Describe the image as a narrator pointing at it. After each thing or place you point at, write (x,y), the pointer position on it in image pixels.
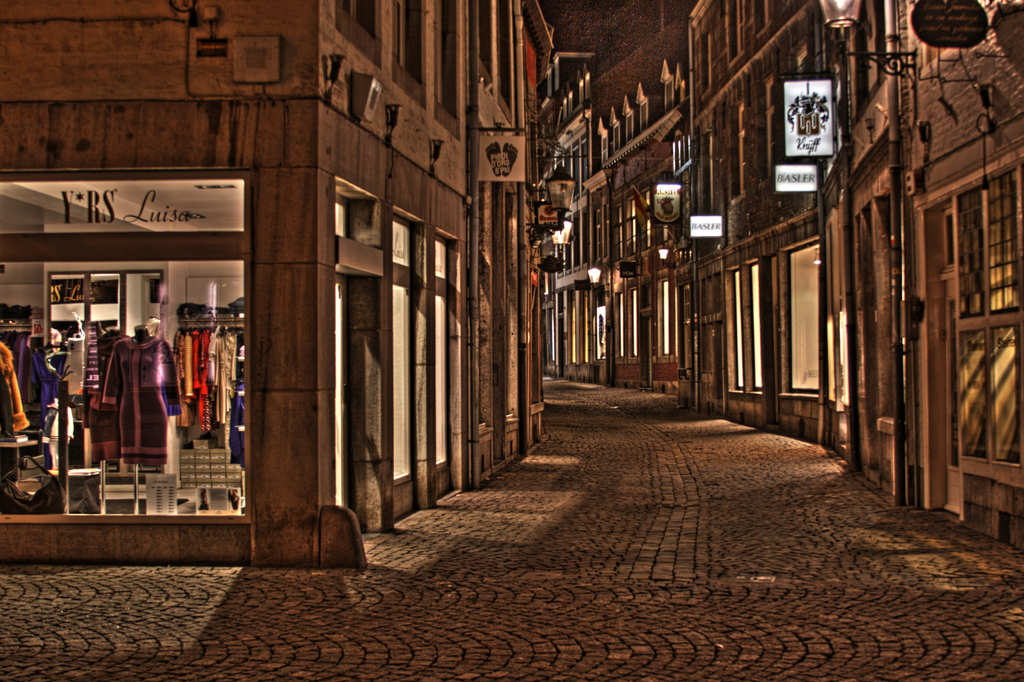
In front of the image there is a road (559,532). There are display boards (950,20), lamp posts (848,83), buildings (844,154), boards (712,229). On the left side of the image (174,420) there is a glass door (166,385) through we can see clothes (158,355) on the hangers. There is a board (155,214) with some text (149,210) on the building (289,156).
